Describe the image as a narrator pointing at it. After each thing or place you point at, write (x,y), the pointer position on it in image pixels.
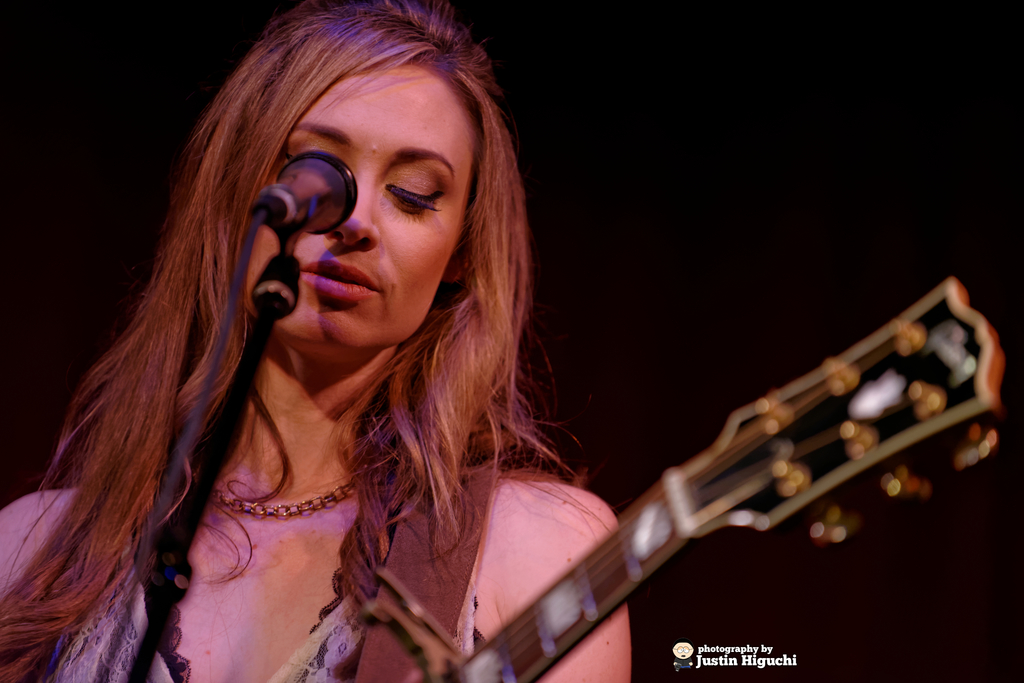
In this image i can see a woman (368,106), she is wearing a chain (307,505) on her neck (316,514). There is text (785,659) written on the right corner (784,664). there is a mike (279,288) visible in front of her.
